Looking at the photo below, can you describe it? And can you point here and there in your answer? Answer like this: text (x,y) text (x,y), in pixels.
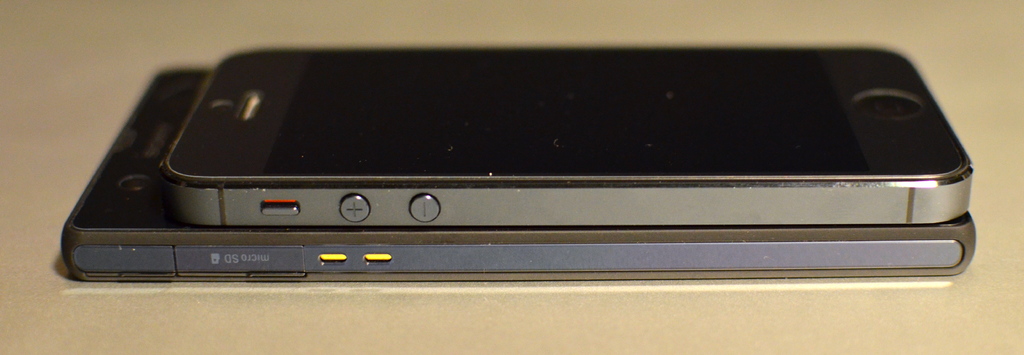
In the middle of this image (656,226), there is a mobile (924,188) placed on another mobile (924,260). This mobile (256,264) is placed on a surface (55,274). And the background (1014,117) is cream in color.
